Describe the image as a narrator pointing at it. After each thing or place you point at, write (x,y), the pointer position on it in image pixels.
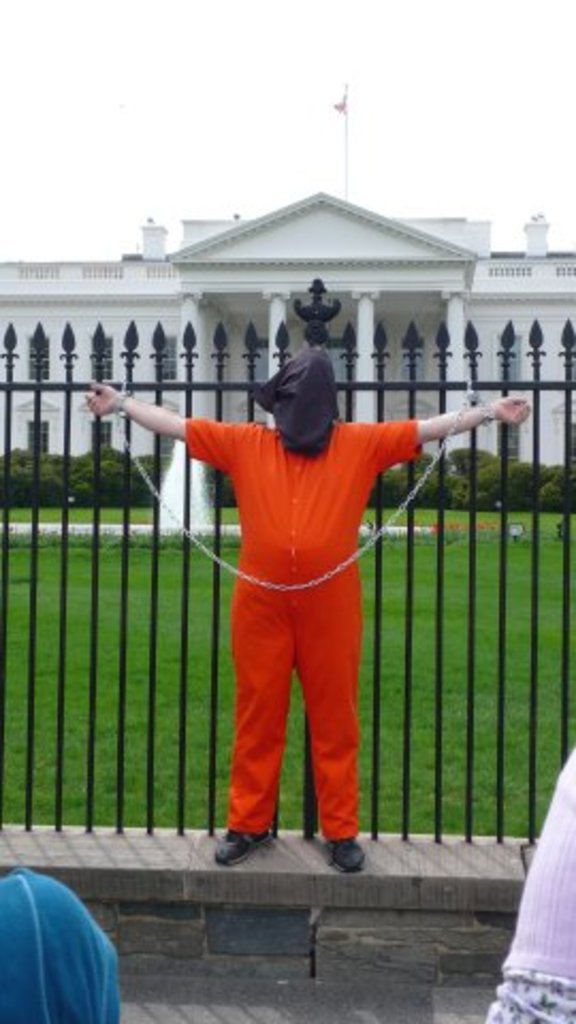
In this image there is a man (245,546) in the middle (241,532) who is tied with the chains (154,486), to the fence (133,387). In the background (262,224) there is a building (276,240). Above the building (276,240) there is a flag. In front of the building (278,240) there is a fountain (162,515). The man (299,480) is tied to the fence (185,767). At the bottom (92,949) there are two persons (526,891).
